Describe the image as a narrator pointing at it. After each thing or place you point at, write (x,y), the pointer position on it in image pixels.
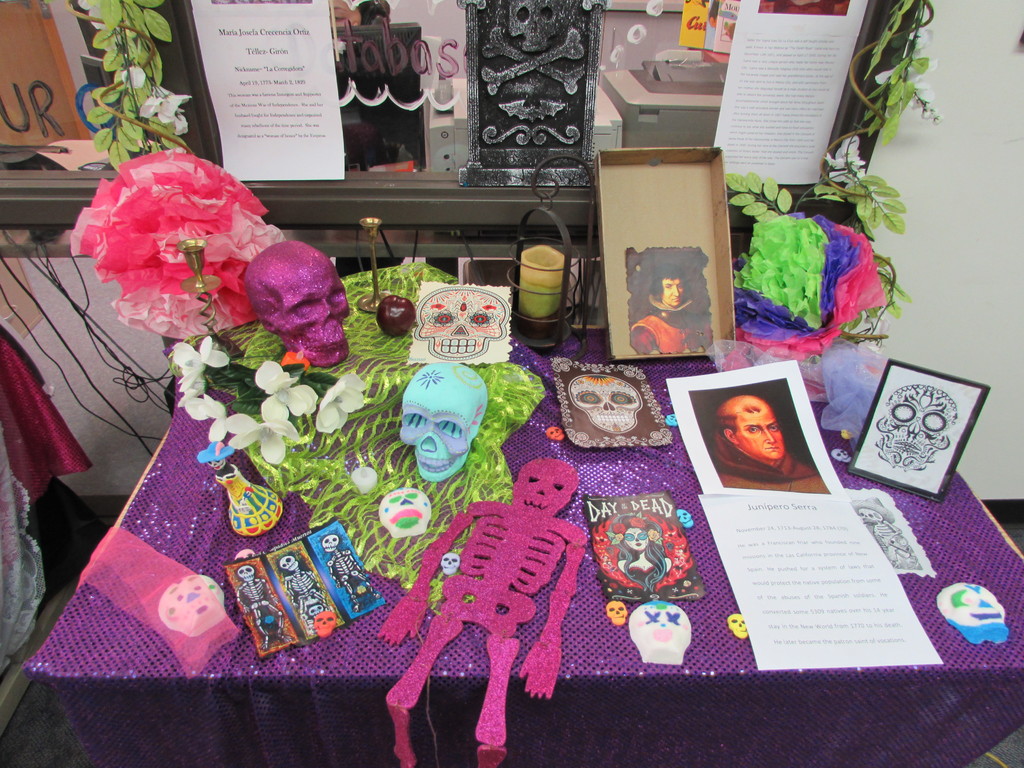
In this picture we can see a table (677,743) in the front (638,731), there are two papers (749,630), some paper arts (473,533), skulls (319,319), a box (621,303), a frame (919,426), clothes (383,279) present on the table (632,590), on the right side (879,110) we can see leaves (863,209), in the background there are papers (328,142) pasted, on the left side (105,396) there are wires (92,339), we can see a wall (920,281) on the right side (975,179).
